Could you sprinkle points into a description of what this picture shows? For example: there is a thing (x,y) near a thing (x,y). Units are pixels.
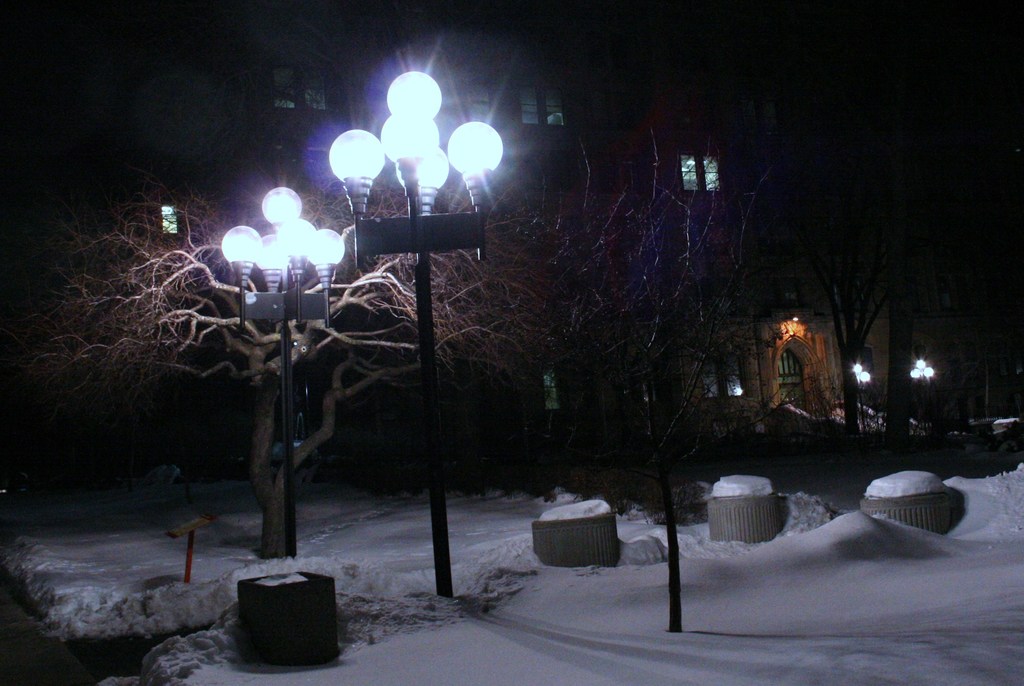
In this image I can see the dark picture in which I can see the snow (587,646) on the ground (759,632), few black colored poles (435,439), few lights (296,227), few trees (353,248) and few buildings (563,367). In the background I can see the dark sky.
